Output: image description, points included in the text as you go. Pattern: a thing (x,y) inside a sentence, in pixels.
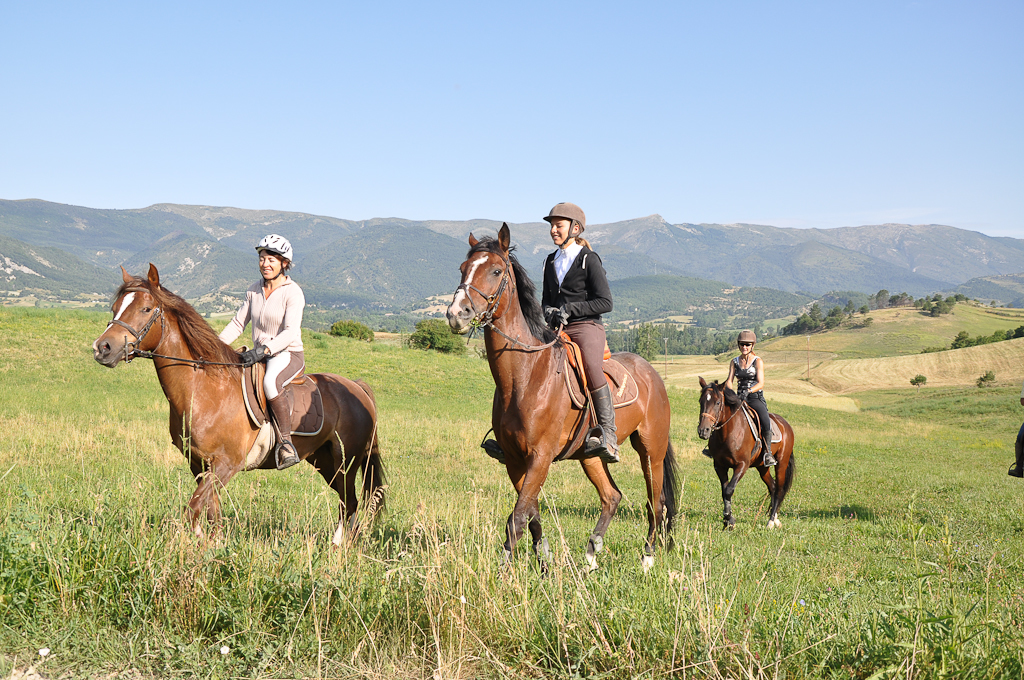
In this picture I can see few women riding horses (570,457) and they wore caps (575,214) on their heads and i can see grass (386,442) and few trees (720,320) and hills (718,230) and a blue Sky (816,111).
